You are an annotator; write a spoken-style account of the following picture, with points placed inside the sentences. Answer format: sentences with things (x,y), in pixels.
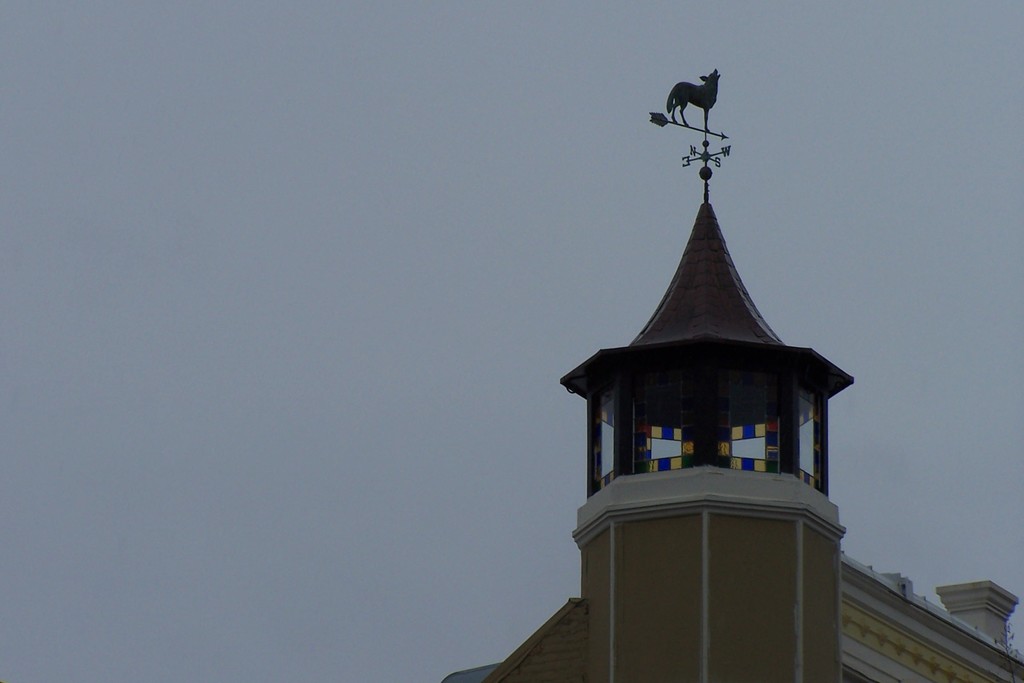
In this picture there is a building (595,600). On the top of the building (729,255) there is a sculpture of an animal (702,95) and there is a directional board (694,146). At the bottom right (1005,641) there is a plant (1014,662). At the top (371,125) there is sky (367,103).
